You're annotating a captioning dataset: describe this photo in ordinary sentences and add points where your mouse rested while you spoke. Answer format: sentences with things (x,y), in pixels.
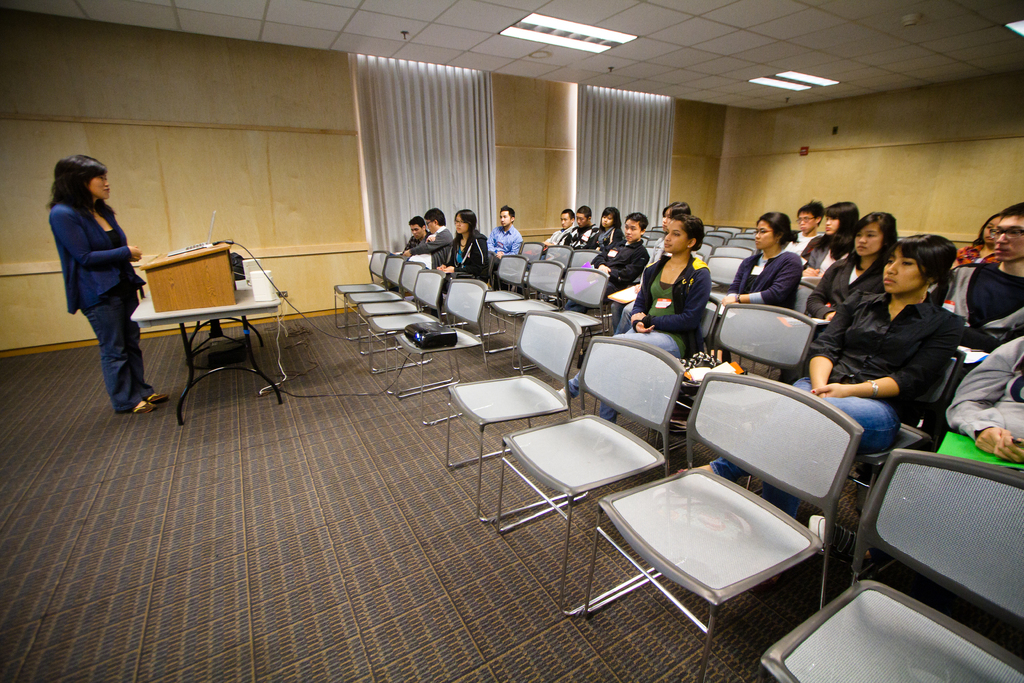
These group of people (623,321) are sitting on chairs (604,323). Lights (538,18) are attached to ceiling (537,43). This woman (81,210) is standing and wore blue jacket (78,287). On this table (157,316) there is a box (212,267) and cups (245,270). This is curtains (445,167). On this chair (473,299) there is a projector (420,343).
